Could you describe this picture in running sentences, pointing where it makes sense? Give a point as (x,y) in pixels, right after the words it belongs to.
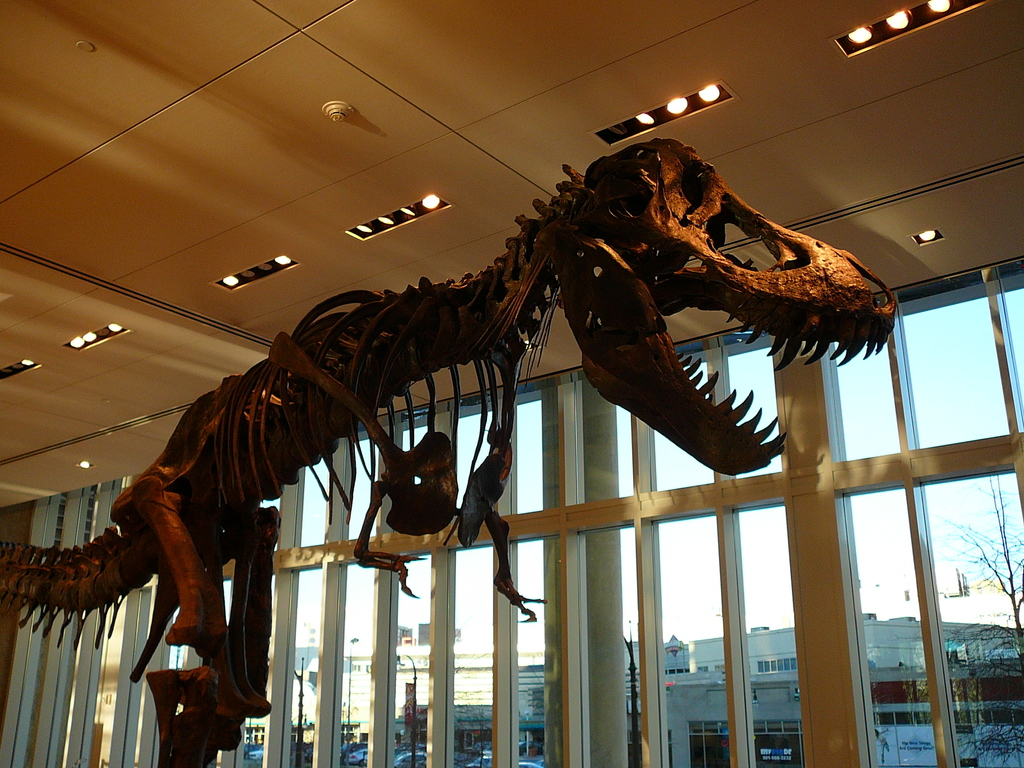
This image is clicked inside a room (85,302). There are lights (857,33) at the top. There is a skeleton (544,278) of a dinosaur (708,257) in the middle (641,281). There is a tree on the right side (956,650). There are buildings (914,681) at the bottom (876,716).
